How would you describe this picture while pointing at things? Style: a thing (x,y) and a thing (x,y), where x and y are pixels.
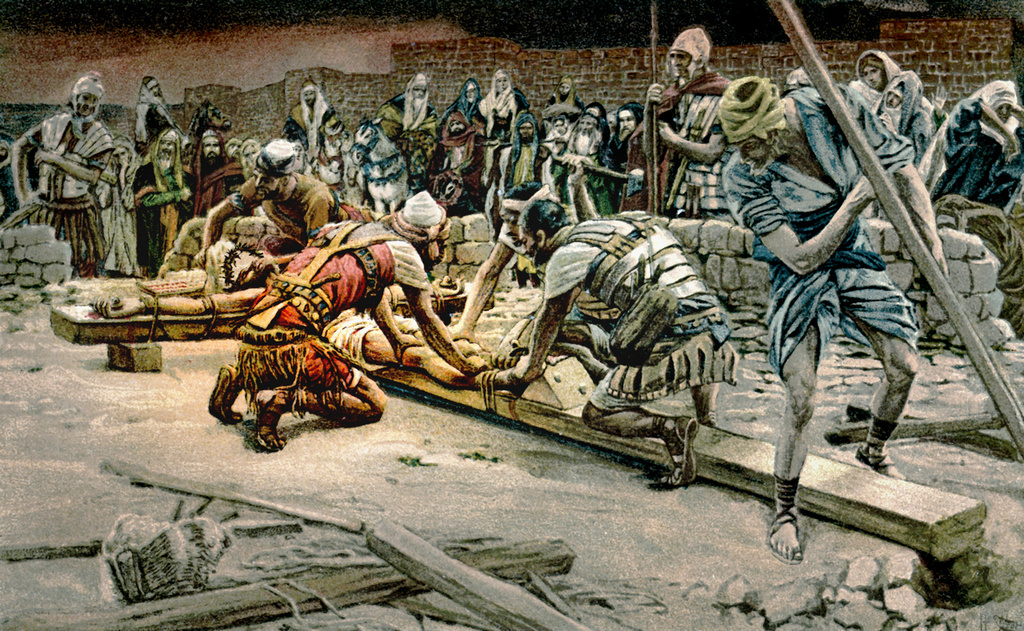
This is looking an ancient picture of some people (281,240) and behind the people (939,145) there is a wall (618,57).
